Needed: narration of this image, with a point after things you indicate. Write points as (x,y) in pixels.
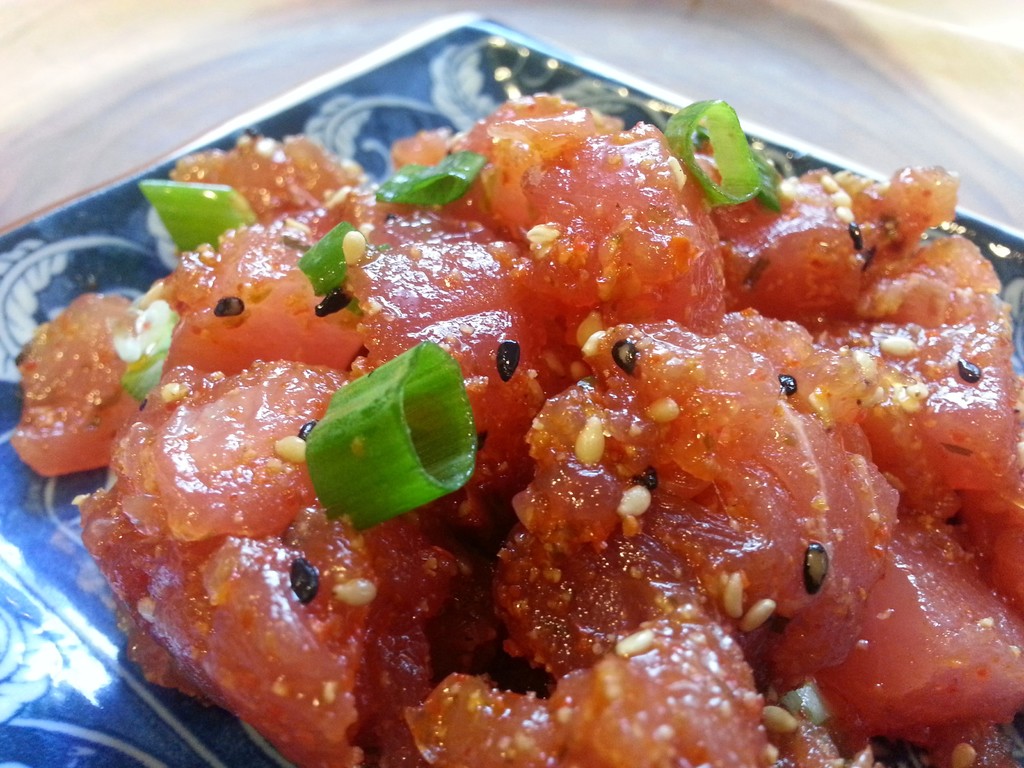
In this image I can see a plate (85,284), on top of plate (87,288) I can see food item (627,327).
